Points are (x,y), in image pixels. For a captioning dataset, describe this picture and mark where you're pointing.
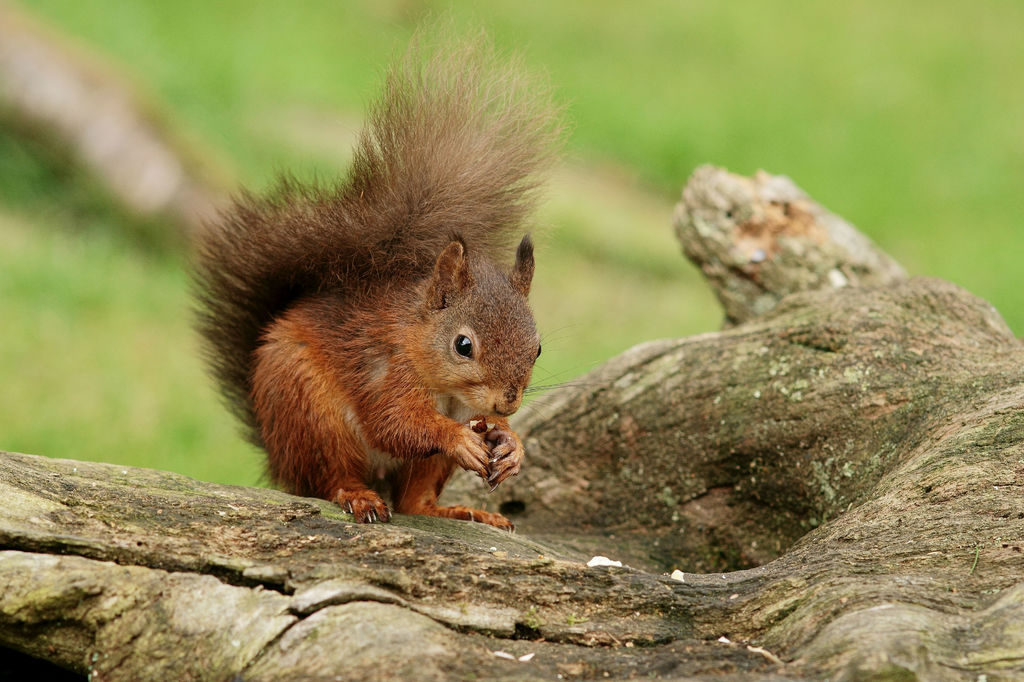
In this picture we can see red squirrel (432,294) on wood (531,549). He is holding some nut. On the background (102,348) we can see green grass (153,366).
